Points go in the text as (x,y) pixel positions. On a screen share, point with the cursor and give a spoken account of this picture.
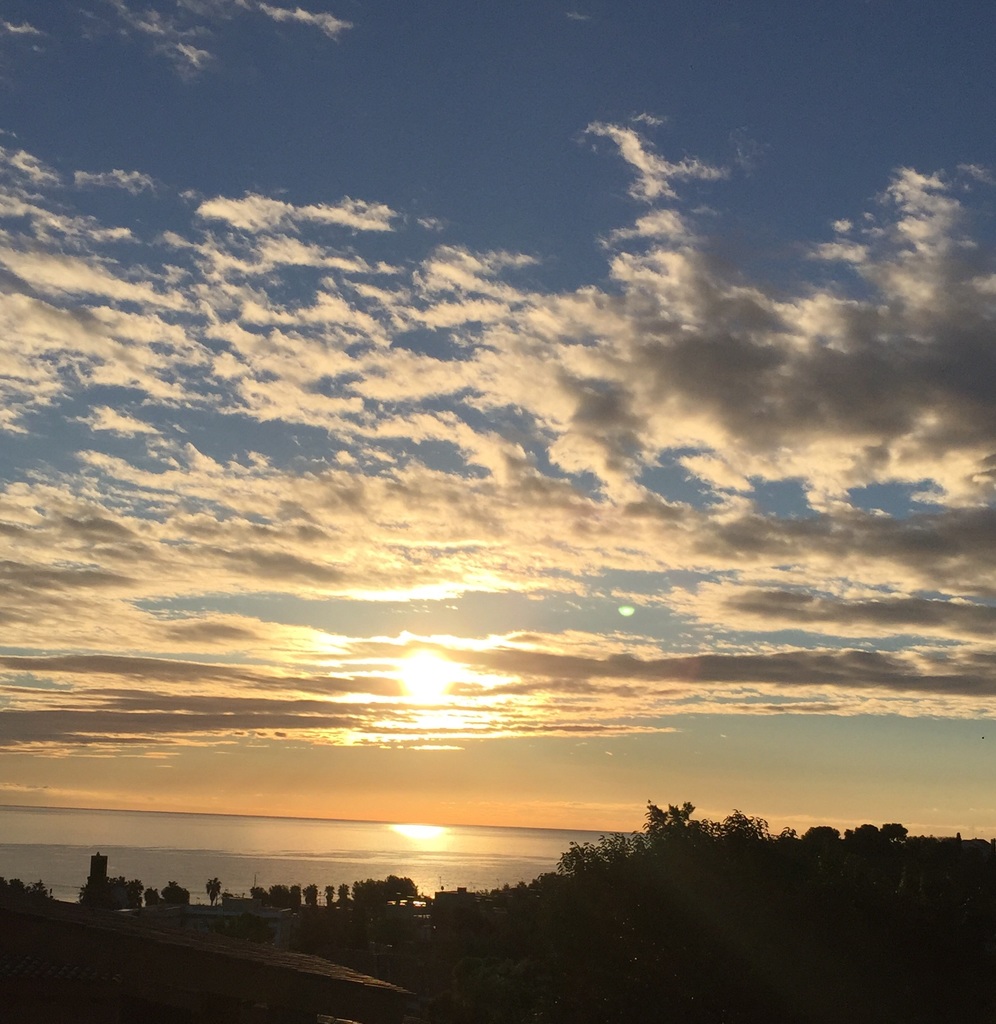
In this picture we can see sunset (391,675), cloudy sky (562,577), trees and we can see water (514,848).
